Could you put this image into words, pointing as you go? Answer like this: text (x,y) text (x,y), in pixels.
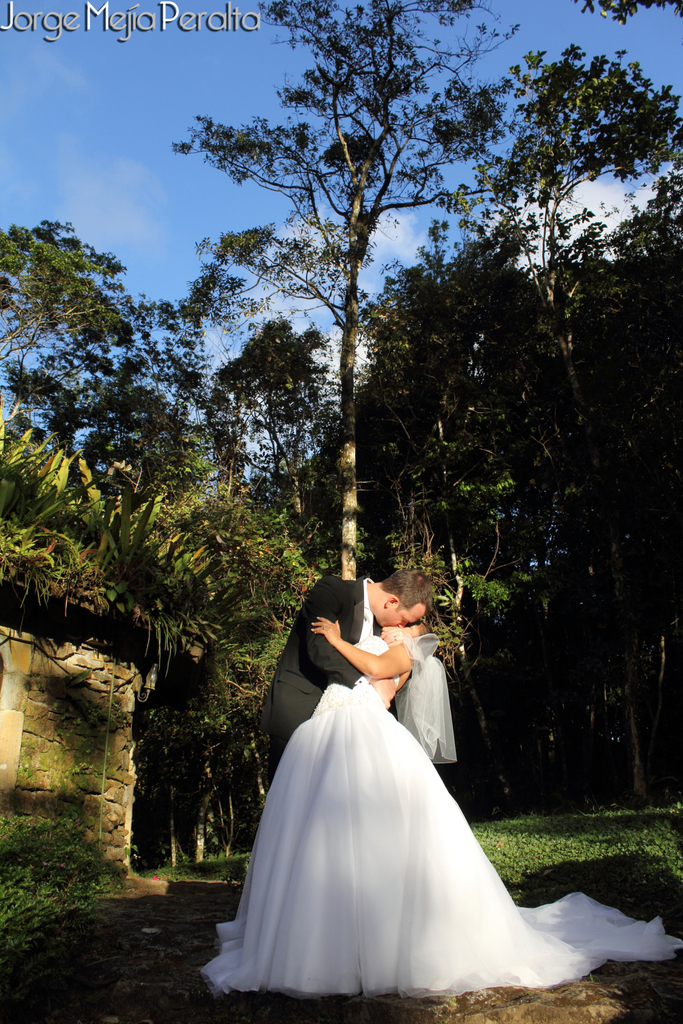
In this image we can see one couple (364,655) in wedding dress (324,720) standing on the ground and kissing. There is one light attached to the wall (55,718), some plants (76,489) on the wall (25,716), some text (239,20) in the top left side (9,29) corner of the image, some trees (350,488), bushes (246,651), plants (277,504) and grass (190,879) on the ground (577,998). At the top (192,116) there is the sky (616,30).
